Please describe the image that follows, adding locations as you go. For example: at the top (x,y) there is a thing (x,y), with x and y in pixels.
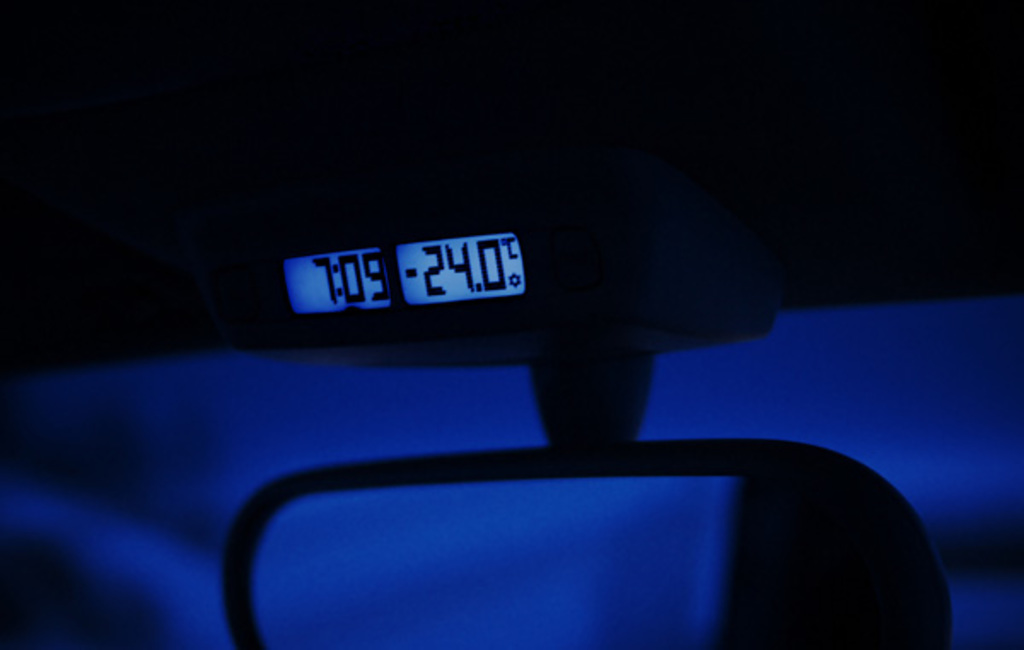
In this image I can see the led display (376,300) and I can see the black and blue color object (609,410).
